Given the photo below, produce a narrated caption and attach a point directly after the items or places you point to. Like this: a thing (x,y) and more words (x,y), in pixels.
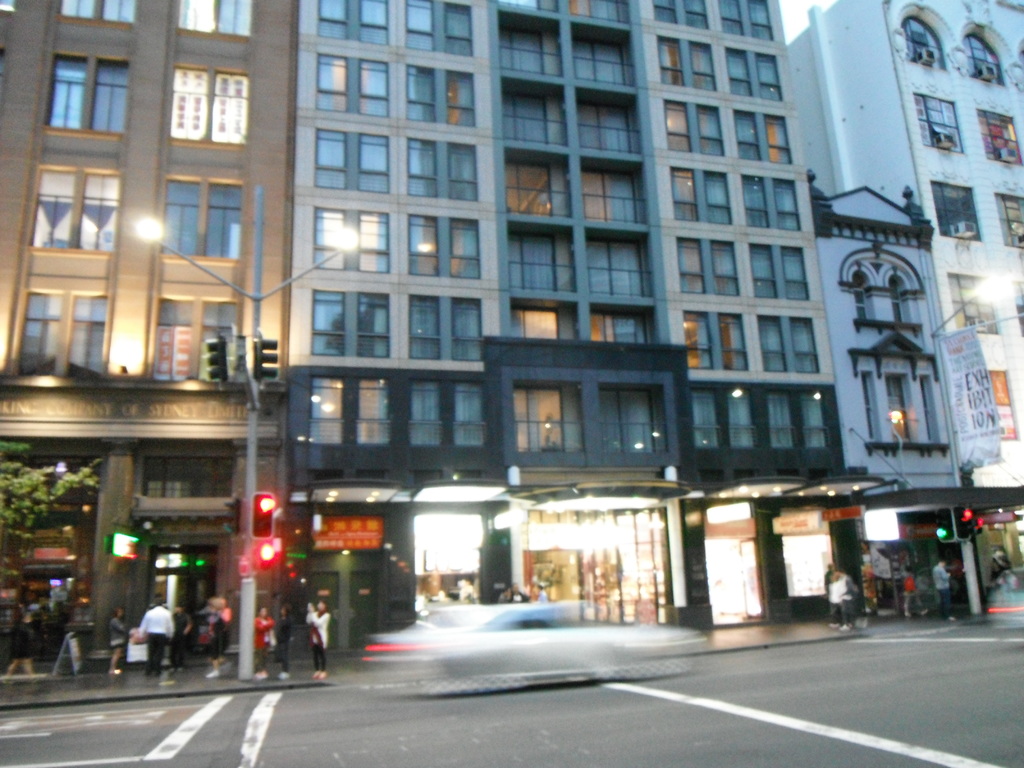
In this image we can see buildings (414,182), windows (237,200), doors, stores (577,562), persons (949,576), poles (251,378), traffic signals (256,525) and road (540,710).
